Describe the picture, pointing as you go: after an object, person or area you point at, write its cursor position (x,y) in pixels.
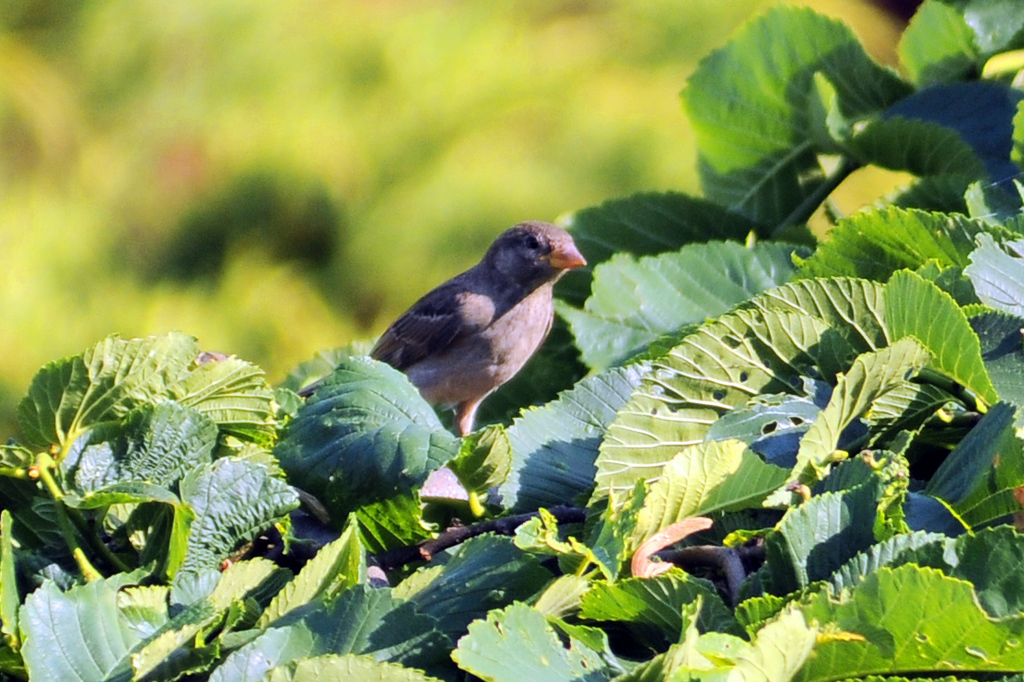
In this image we can see a bird (509,312) on the tree (597,458) and a blurry background (22,311).
